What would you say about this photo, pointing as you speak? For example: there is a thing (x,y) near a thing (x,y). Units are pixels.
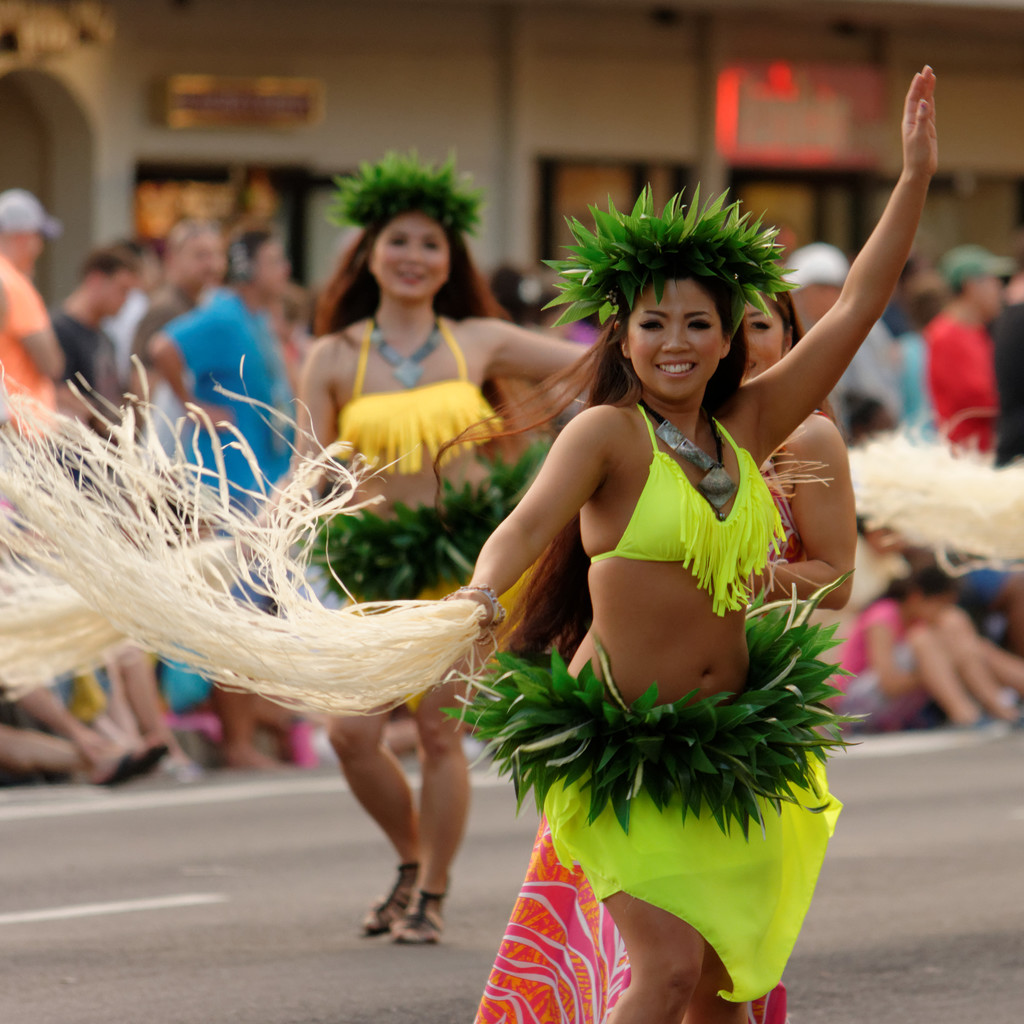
There are persons (744,341) in different color dresses (778,855), smiling and dancing on the road (144,939) on which, there are white color marks (297,785).
